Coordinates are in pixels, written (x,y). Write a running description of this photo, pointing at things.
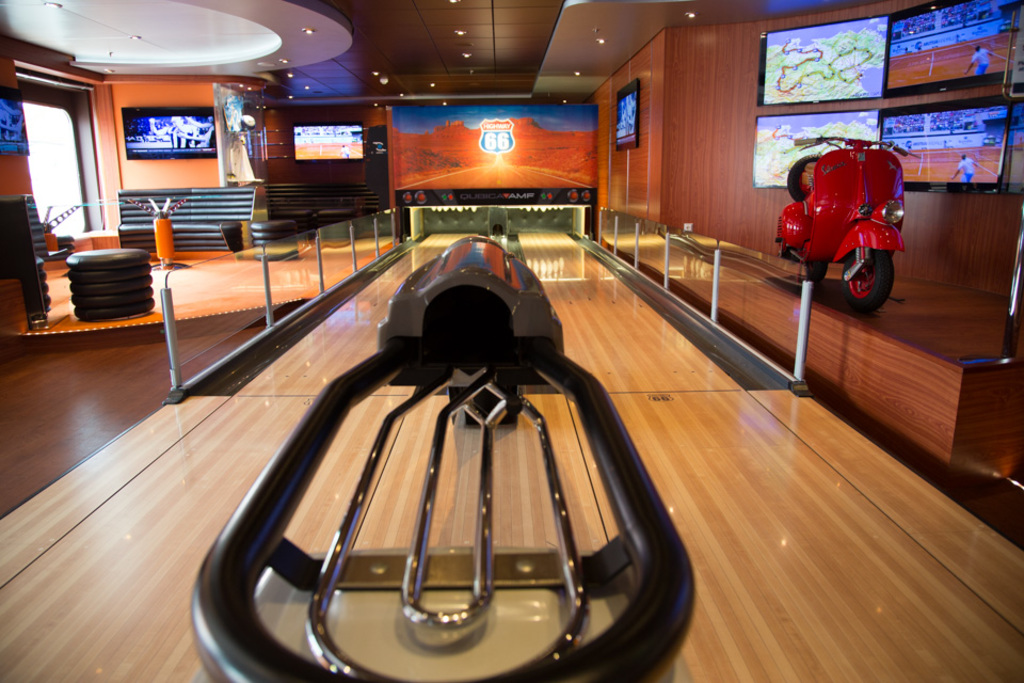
In this picture we can see few metal rods (338,386), glasses (386,239) and few lights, we can see few screens (920,62) on the wall (709,136), on the right side of the image (869,171) we can see a scooter (838,218), in the background (184,220) we can find a sofa (228,209).
